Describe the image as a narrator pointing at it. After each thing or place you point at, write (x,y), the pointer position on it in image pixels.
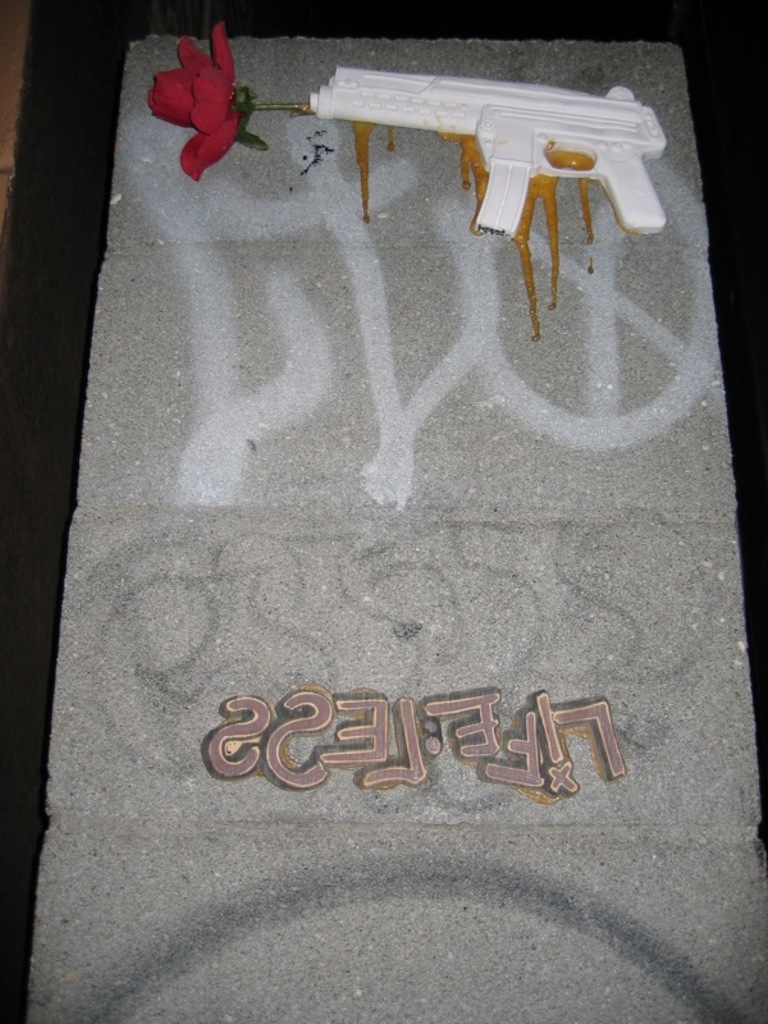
In this image, I can see a toy gun (485,202), flower (242,133) and letters (258,749) written on the stone (242,520). The background looks dark.
